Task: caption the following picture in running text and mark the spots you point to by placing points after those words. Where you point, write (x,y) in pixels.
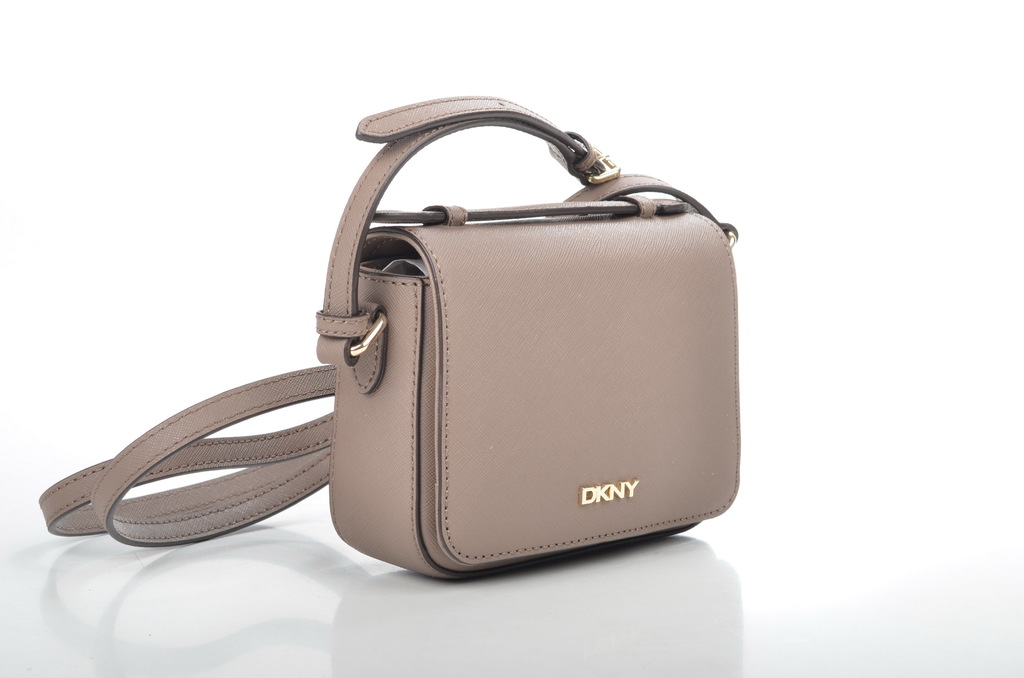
In the image we can see there is a purse (604,401) which is in ash colour and the handle (174,502) is also in ash colour.
